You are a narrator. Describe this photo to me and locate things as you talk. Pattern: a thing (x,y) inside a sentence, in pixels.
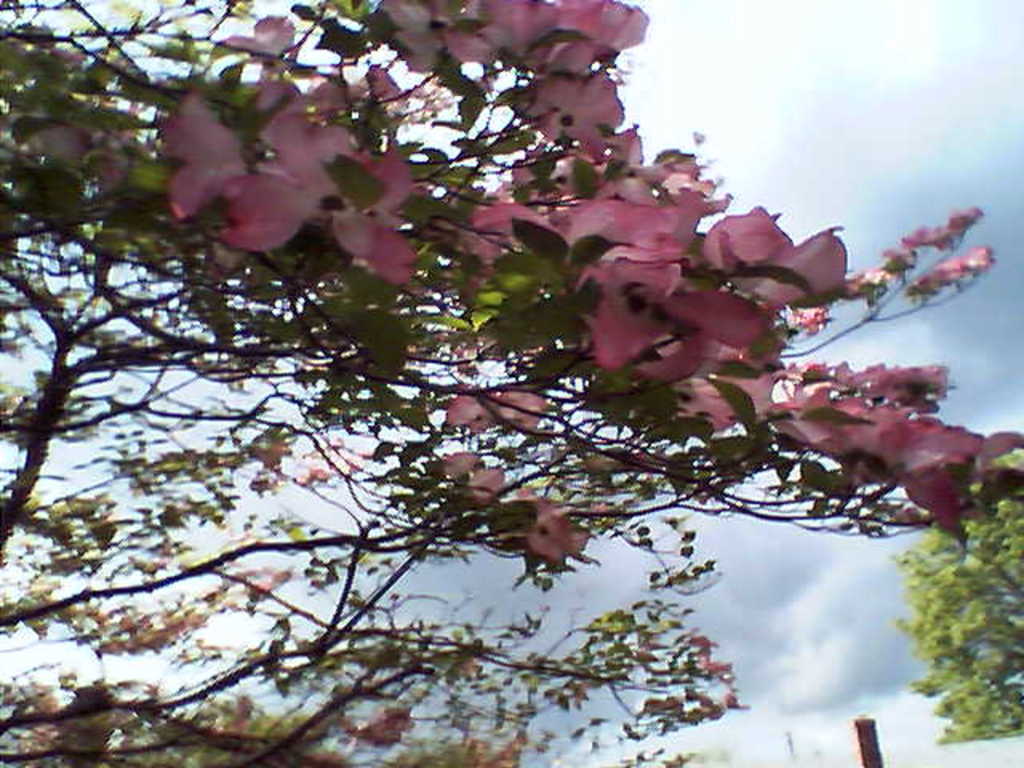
Here in this picture we can see flowers (519,422) present on a tree (165,719) and we can also see other plants (426,682) and trees (662,648) also present and we can see the sky (654,96) is fully covered with clouds (664,80).
